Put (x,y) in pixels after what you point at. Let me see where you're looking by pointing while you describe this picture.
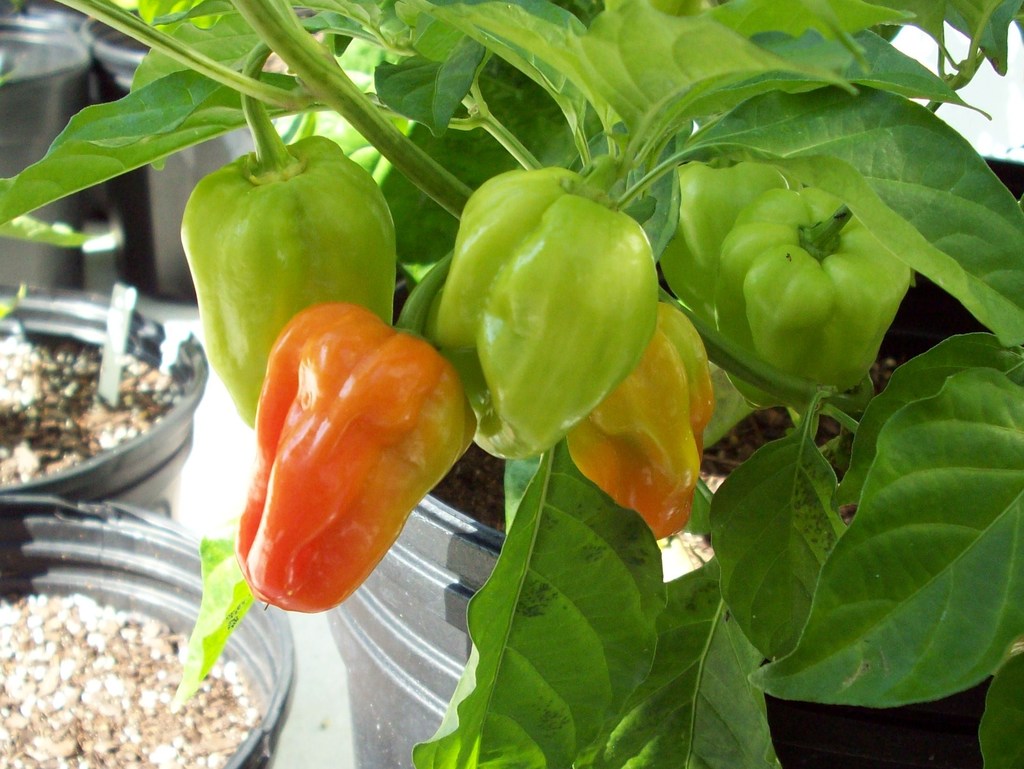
We can see plant (484,609), vegetables (315,502) and peppers (284,234) on the plant (513,597).
